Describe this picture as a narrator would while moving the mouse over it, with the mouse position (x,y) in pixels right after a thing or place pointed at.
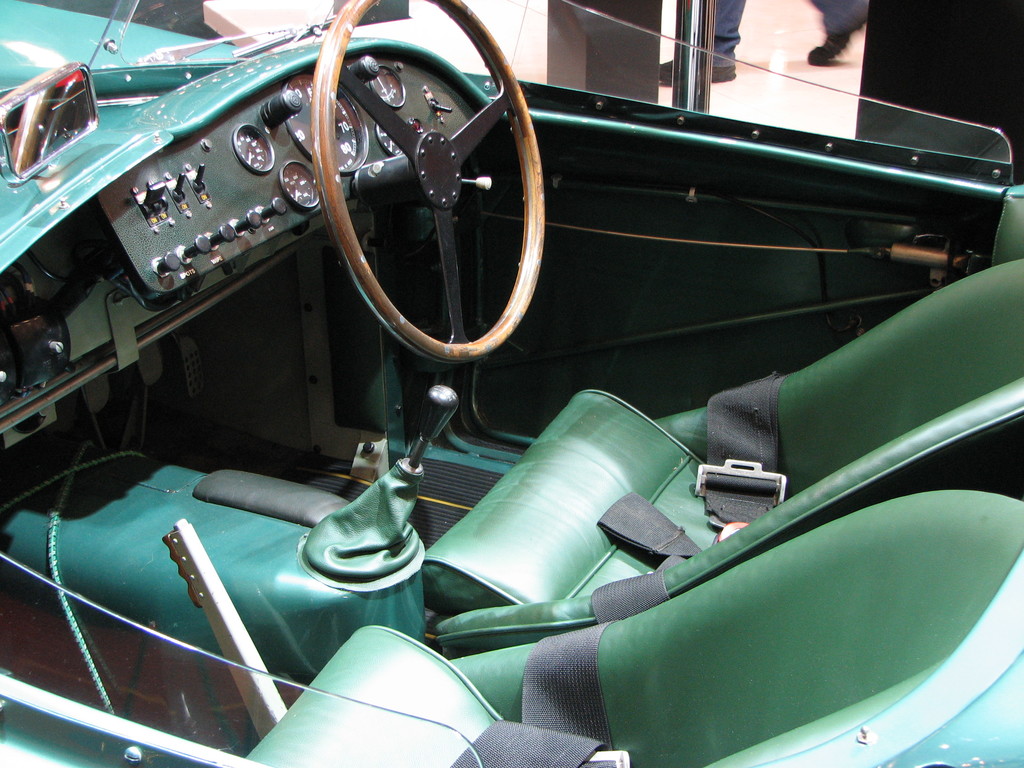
In this image I can see the inner part (359,357) of the vehicle (133,393). In the vehicle (298,379) I can see the steering (421,175), speedometer (354,112), seats (468,629), gear rod (422,437) and the glass (683,70). In the background (730,68) I can see the person's legs (723,57).
